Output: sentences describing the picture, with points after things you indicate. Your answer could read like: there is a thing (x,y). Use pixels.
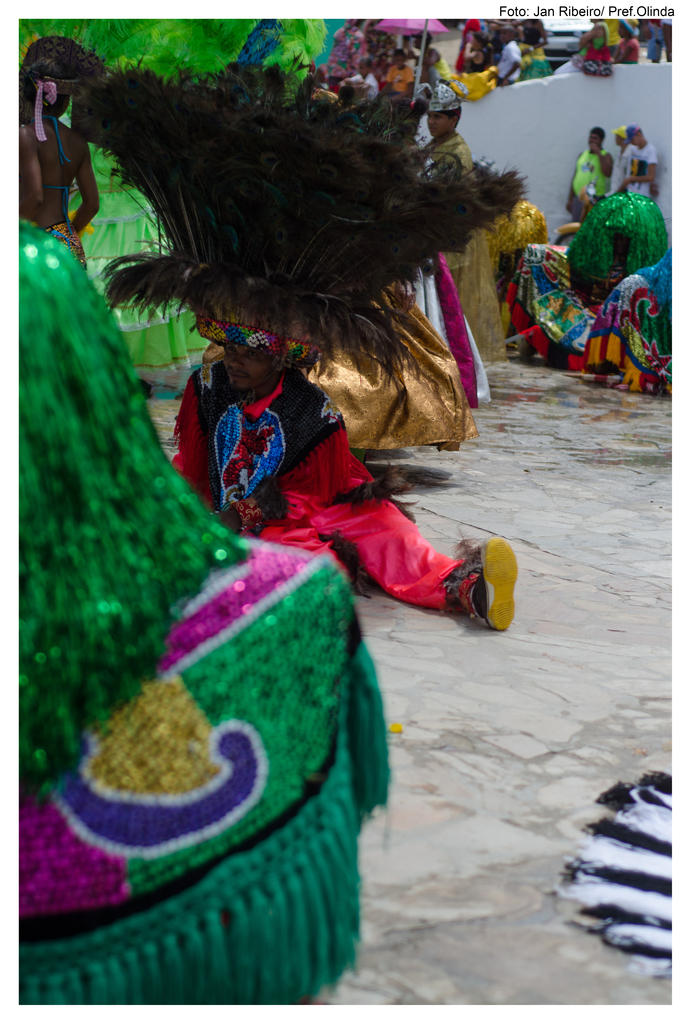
In this picture we can see a group of people (322,362) are in fancy dress (399,385), some people (181,243) are sitting and some people (440,417) are standing on the path (417,472) and on the image there is a watermark (576,15).
